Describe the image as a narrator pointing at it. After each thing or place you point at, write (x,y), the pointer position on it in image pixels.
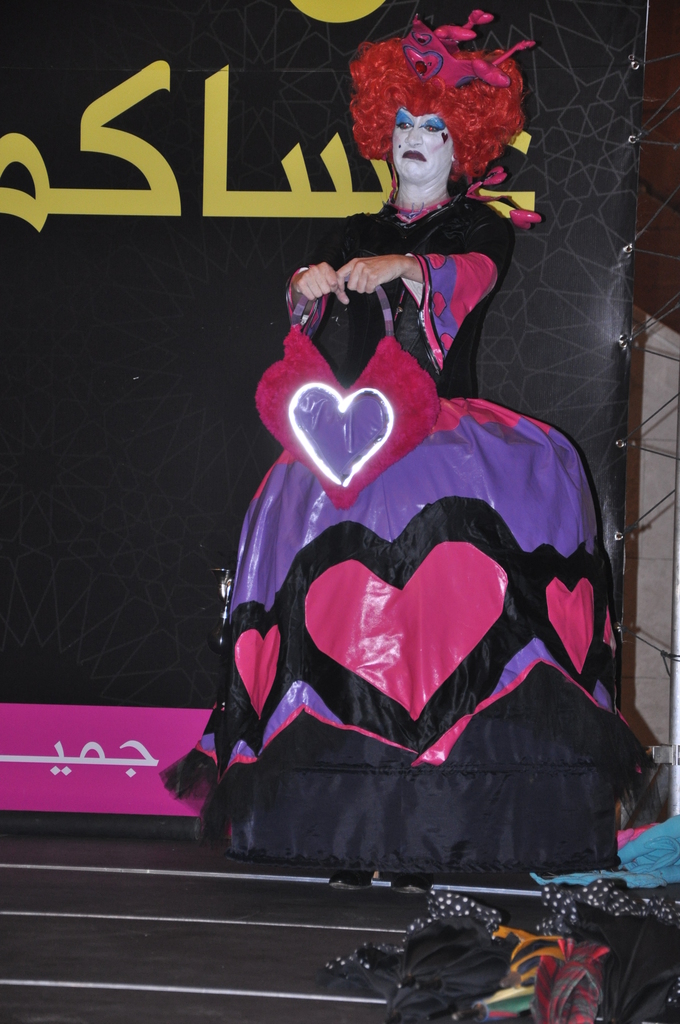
In this image we can see a person (407,305) wearing different costume (417,537) is standing here. Here we can see a few more objects (489,933). In the background (44,101), we can see the black color banner (219,149) on which we can see some text (9,152).
